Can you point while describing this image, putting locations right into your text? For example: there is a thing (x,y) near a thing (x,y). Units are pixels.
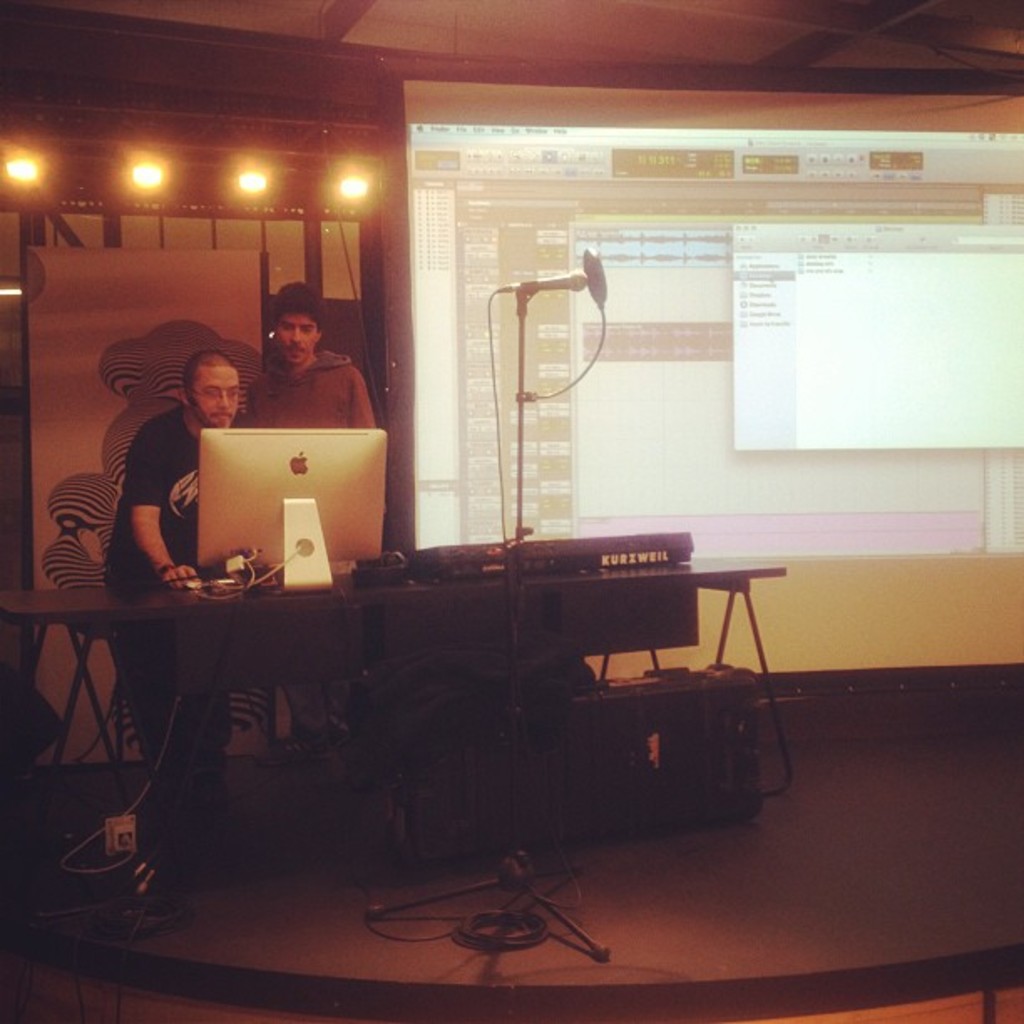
In the center of the image (512,563) there is a mic stand (603,302). There is a table (477,604) on which there is a monitor (327,569) and other objects (553,556). In the background of the image (959,624) there is a screen (530,163). There are lights (18,169). There are two people (195,424) standing. At the bottom of the image (803,891) there is platform (749,893).
